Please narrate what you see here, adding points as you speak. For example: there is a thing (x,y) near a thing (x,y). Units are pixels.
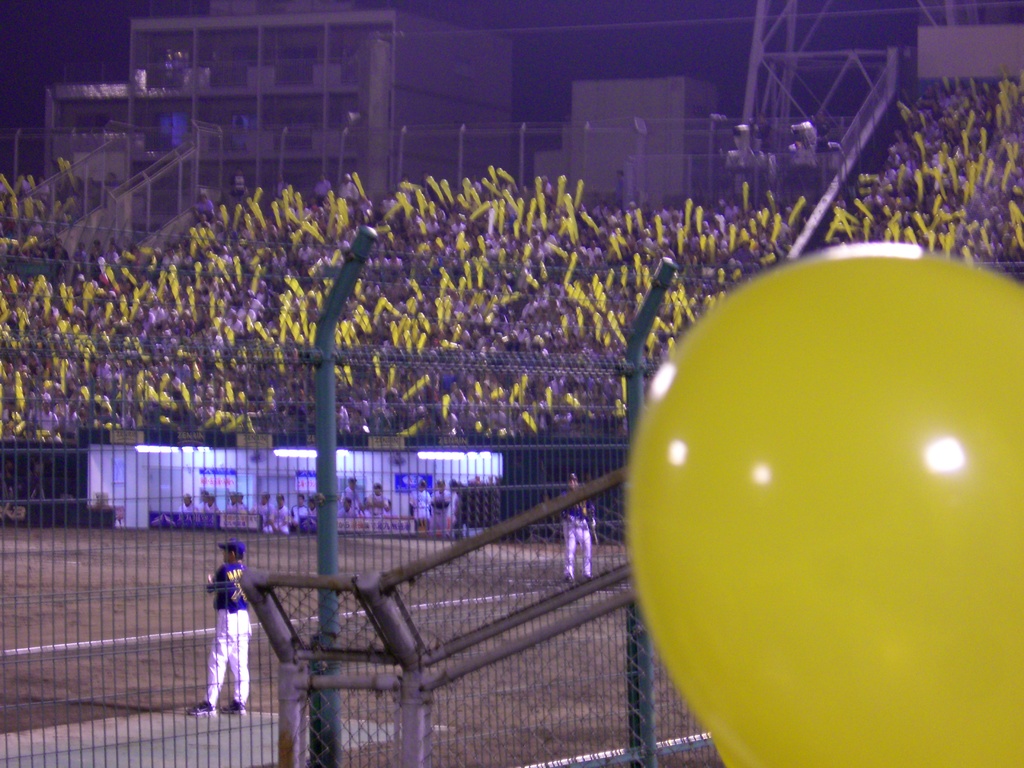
In this image we can see a balloon (904,534) on the right side (911,505). There is a mesh fencing (328,475) with poles (333,423). Also there are persons (582,519) standing. In the back (236,473) there is a banner (207,487). And we can see yellow color objects (134,279). Also there are buildings (313,75) and railings (132,188).
